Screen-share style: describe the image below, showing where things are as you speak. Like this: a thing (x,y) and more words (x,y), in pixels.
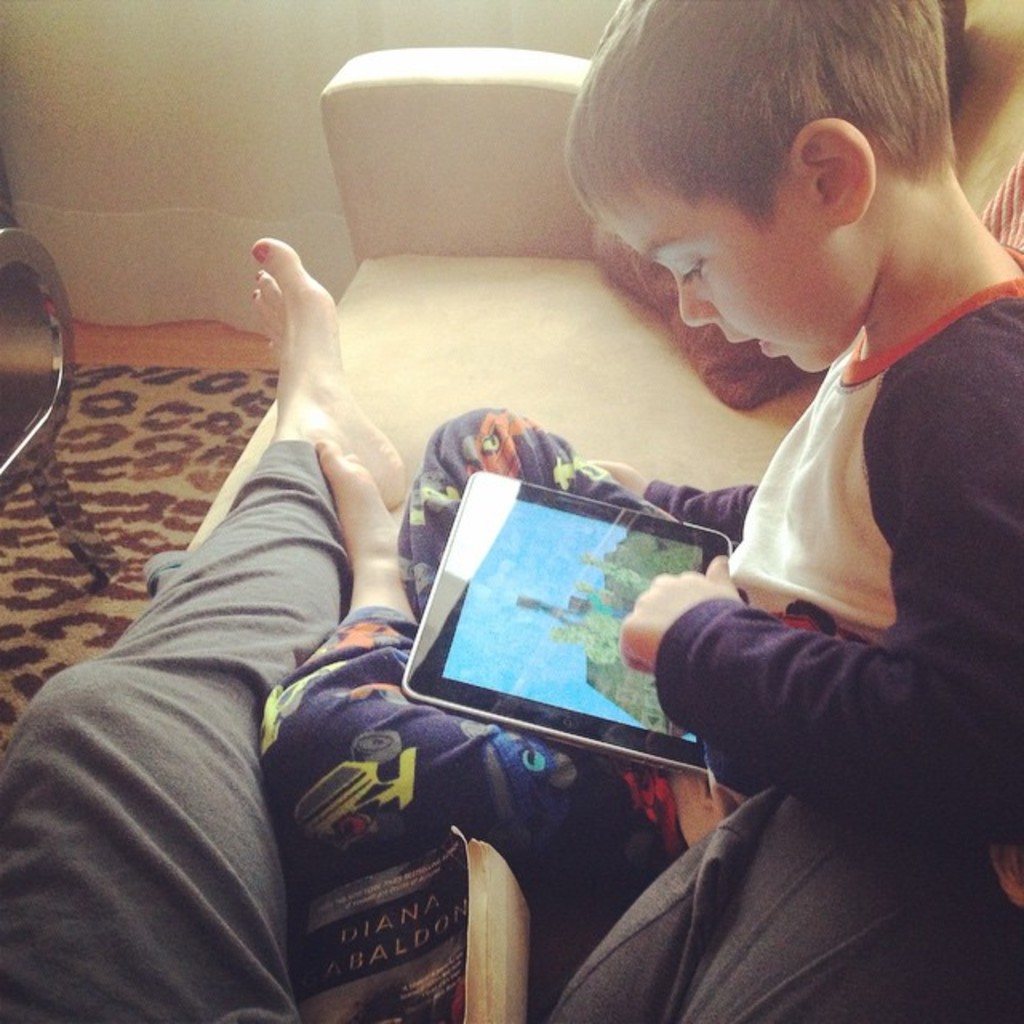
In this image we can see a boy (748,487) is sitting on a couch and playing video game in an electronic gadget (607,672). A person (759,988) is lying on a couch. There is a book (468,924), a chair (53,502), a curtain (196,186) in the image.
